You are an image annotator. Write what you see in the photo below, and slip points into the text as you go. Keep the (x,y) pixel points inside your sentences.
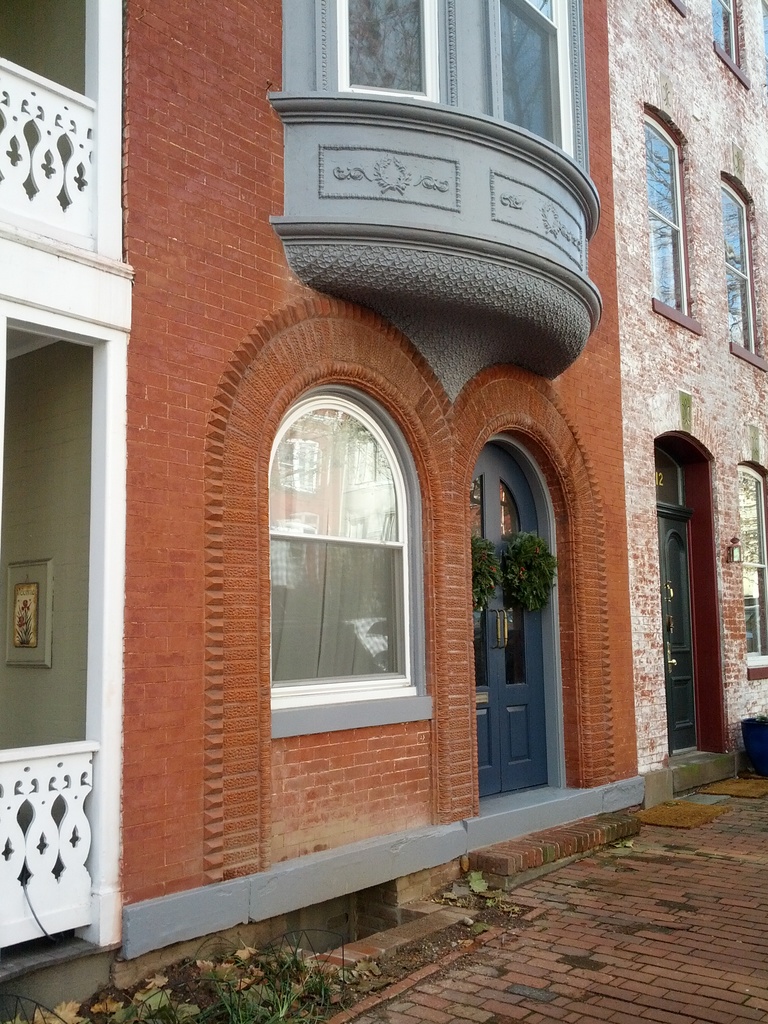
In the center of the image (338,423) we can see buildings (328,593). At the bottom (583,928) there is a floor (461,996).
